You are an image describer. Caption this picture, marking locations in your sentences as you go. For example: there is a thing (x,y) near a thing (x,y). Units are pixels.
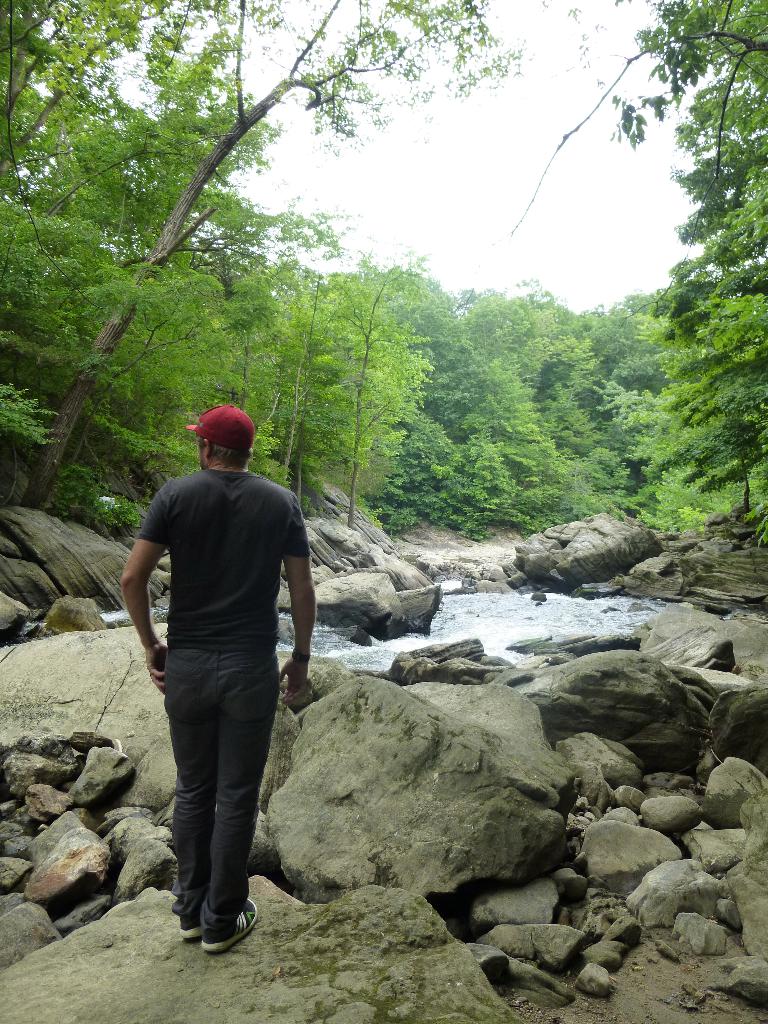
There is a man (221,608) standing and wore cap (213,429). We can see stones (458,886), rocks (503,720) and water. In the background (426,423) we can see trees (285,92) and sky (432,139).
